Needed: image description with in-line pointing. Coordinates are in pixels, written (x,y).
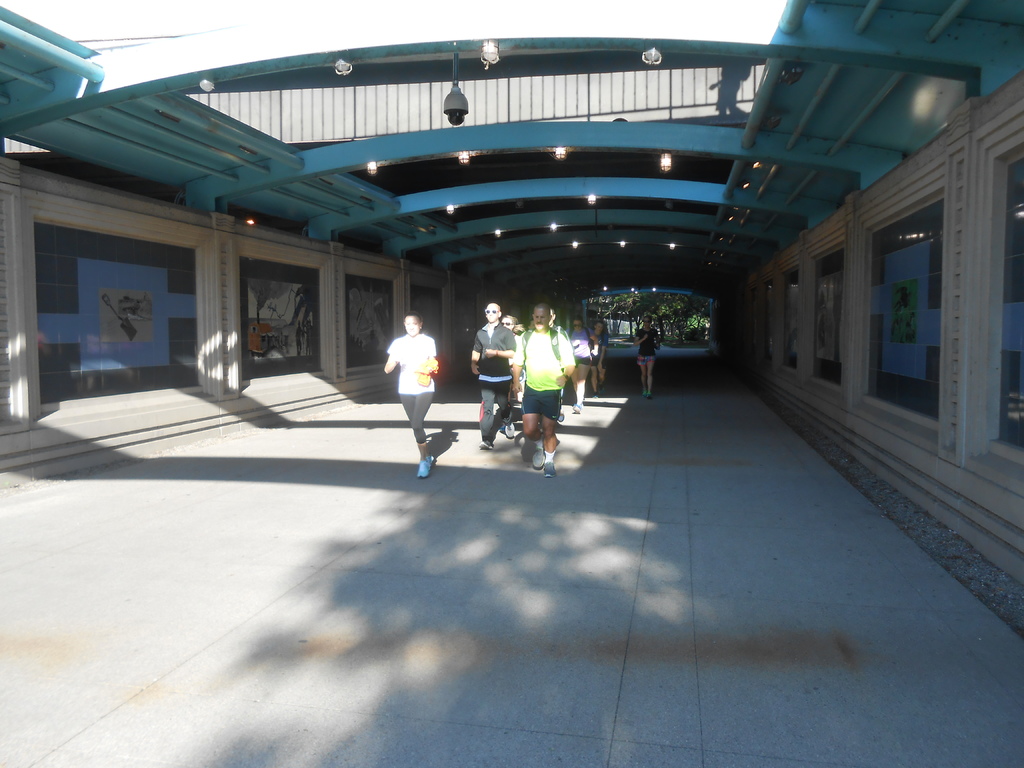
In this image we can see a group of people (541,395) walking under a shed (606,141) with group of lights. In the background (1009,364), we can see group of photo frames (296,345) and a CCTV camera (454,98).
